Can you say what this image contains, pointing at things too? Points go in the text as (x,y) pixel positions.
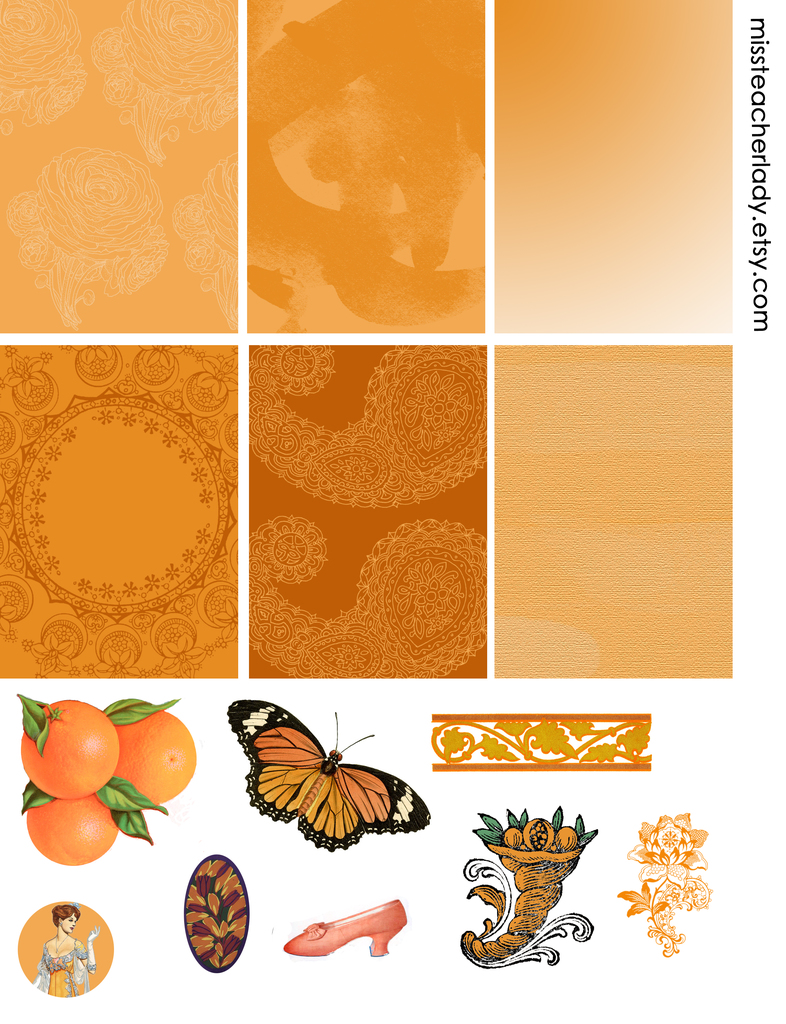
This is the collage image. We can see orange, butterfly (394,790), some designs (569,826) and shoe (342,933) at the bottom (340,948).
